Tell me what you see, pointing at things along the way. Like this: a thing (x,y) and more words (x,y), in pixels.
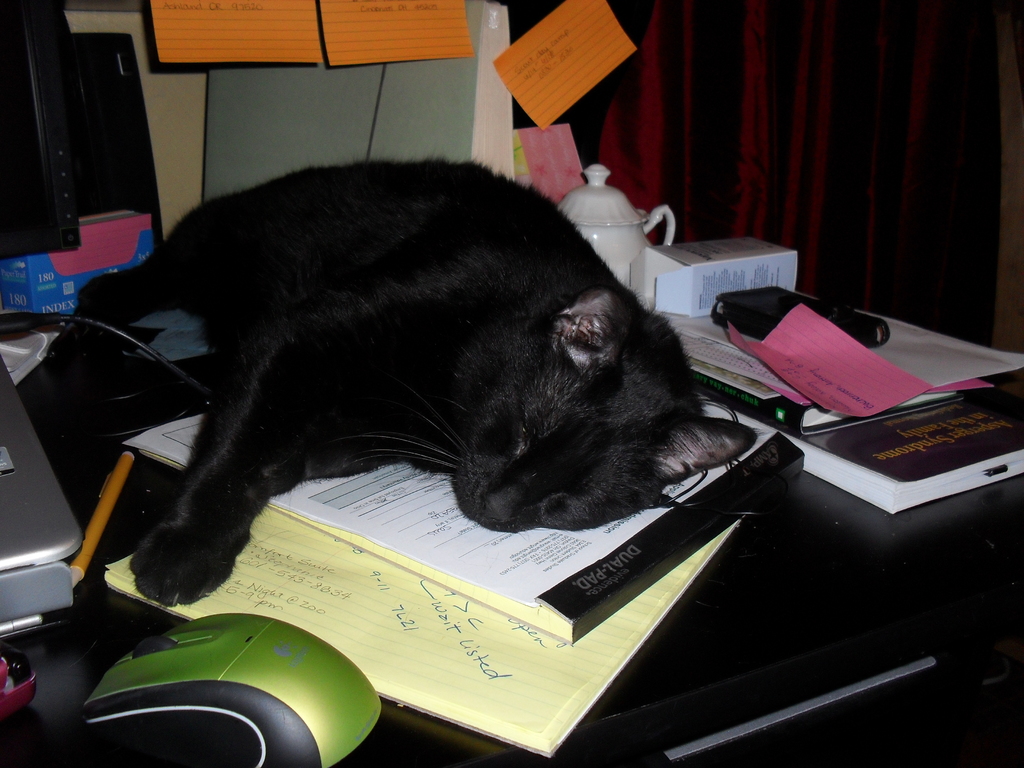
In this picture, we see a black table (700,595) on which books (662,562), white pot (627,229), laptop (42,529), pen (102,521), mouse (222,705), monitor (59,243) and boxes (72,281) are placed. We see a black cat (437,246) is sleeping on the table (132,426). Behind that, we see posters (605,56) and charts (605,56) are pasted on the wall (402,104). On the right side (865,113), we see a wall (890,134) or a sheet (770,156) in maroon color.
